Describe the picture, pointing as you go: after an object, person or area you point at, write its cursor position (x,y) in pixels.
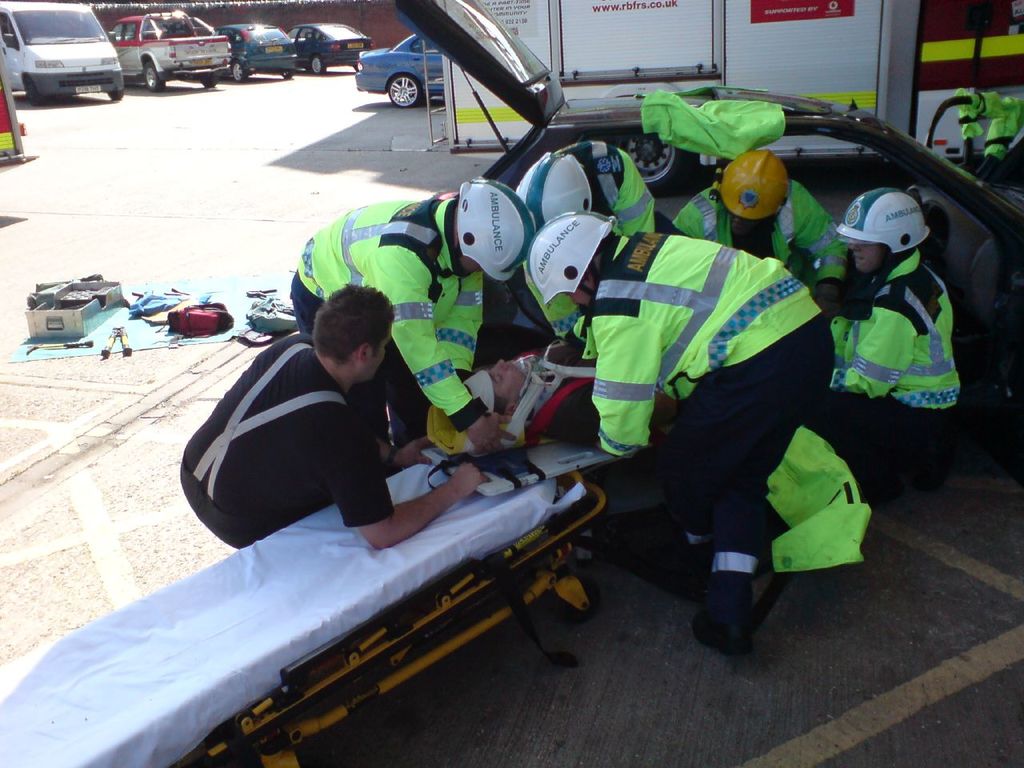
At the bottom left corner of the image (139,695) there is a stretcher (300,618). Behind the stretcher (370,546) there are few people (690,223) with green jackets (376,254) and helmets (552,177) on their head (547,241). In the middle of them there is a person (539,416) lying. Behind them there is a black car (948,253). At the left side of the image (51,42) there are few vehicles (194,46) on the road (98,272) and also there is a tool kit (89,306) on the road (238,274).
